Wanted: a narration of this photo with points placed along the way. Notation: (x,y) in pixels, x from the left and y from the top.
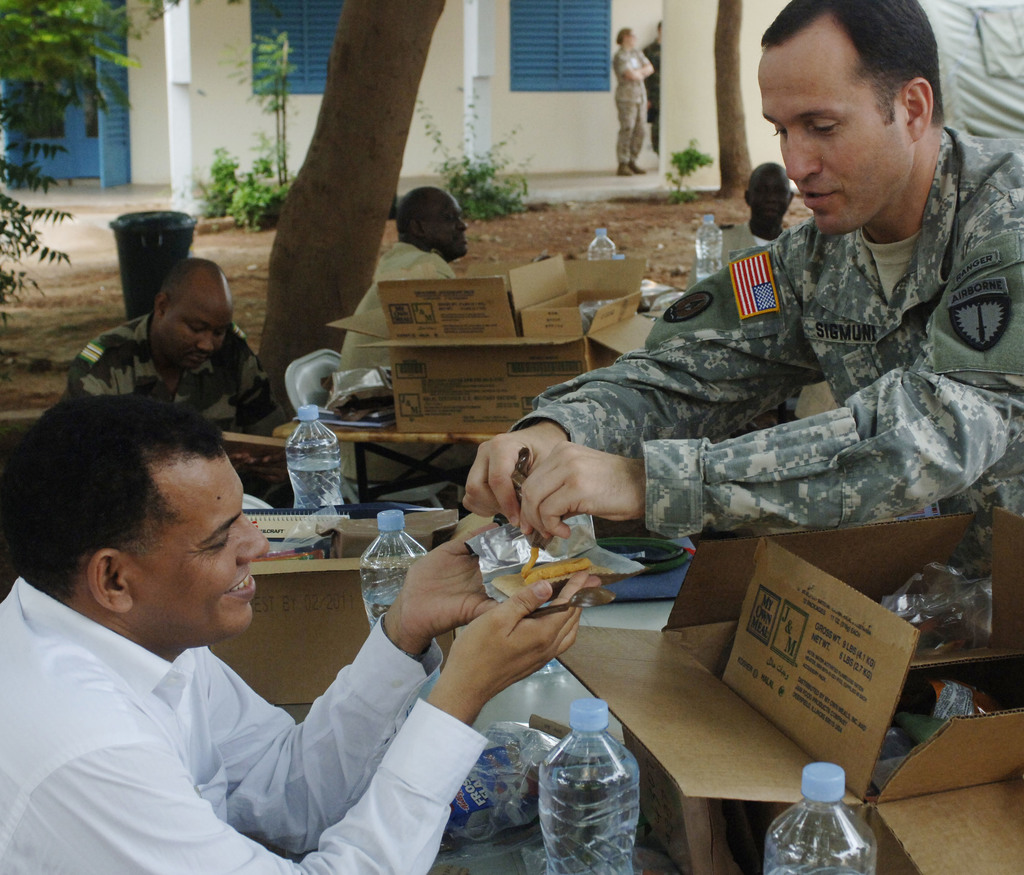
The person (914,293) in the right (921,317) is standing in front of a table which has cardboard boxes (810,629) and water bottles (578,786) on it and the person (218,603) in the left (136,756) is holding something in his hands (481,623) and there is a tree (358,170) in the background (401,118).
